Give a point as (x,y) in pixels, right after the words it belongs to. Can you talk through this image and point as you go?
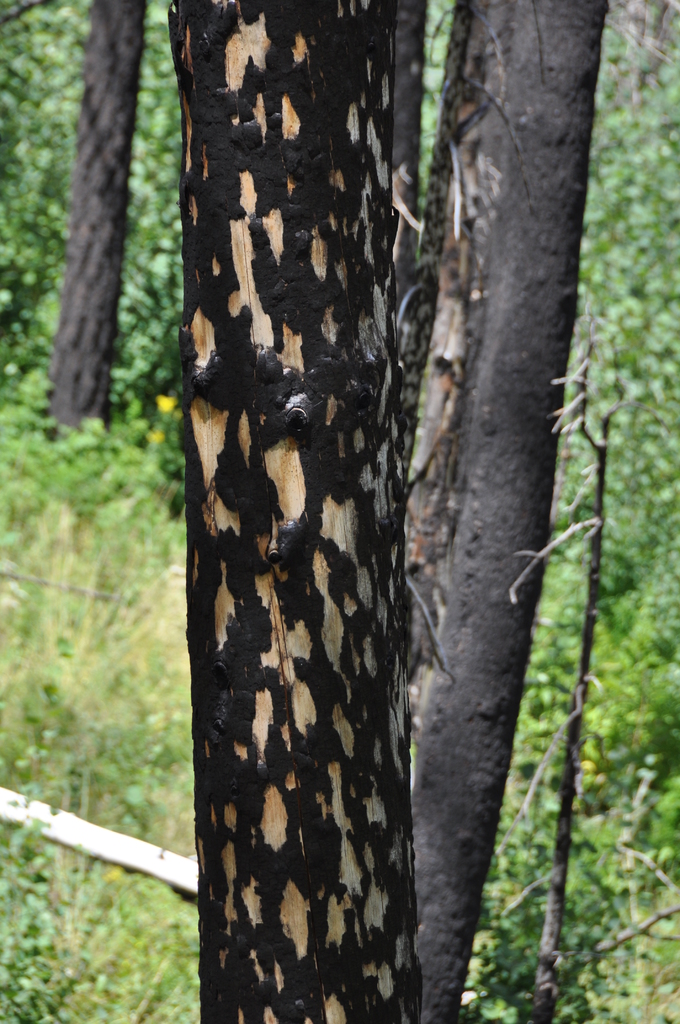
In this image we can see group of trees (537,367) and plants (177,629).
